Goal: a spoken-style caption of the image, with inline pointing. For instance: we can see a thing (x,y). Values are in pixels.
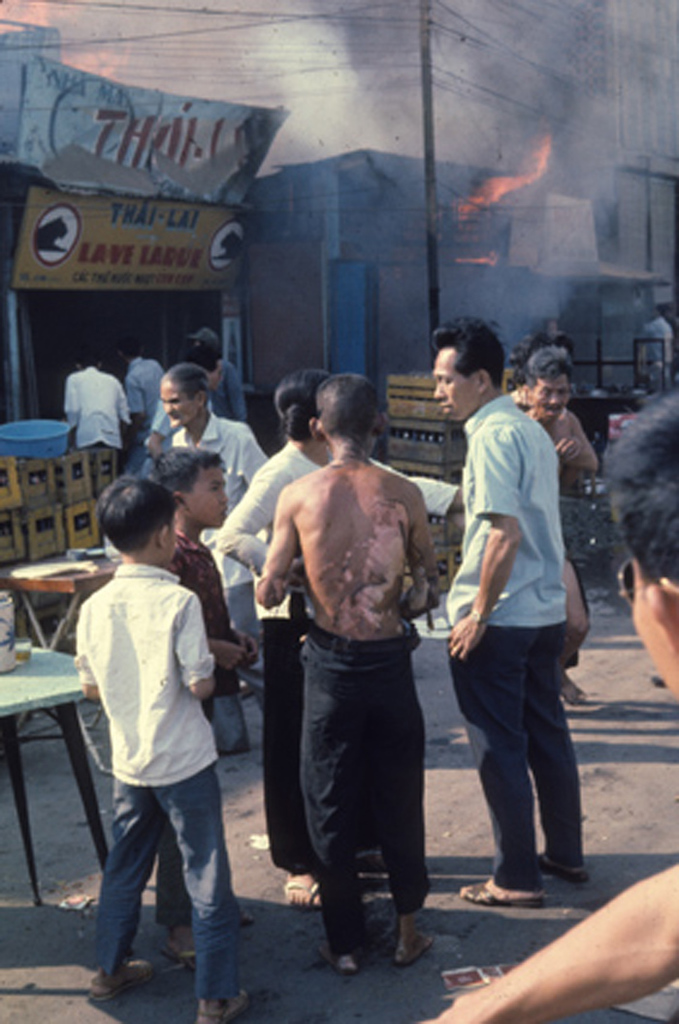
In this image there are a few people (276,607) standing on the streets (376,1003) around them there are shops (260,238) on fire, there are some tables (78,680) with some objects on it and there are cardboard and wooden boxes (40,505) and some other objects (597,476) around them, in the background of the image (112,213) there are name boards (135,204) on the shops (229,217) and electric poles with cables (498,96) on it.
